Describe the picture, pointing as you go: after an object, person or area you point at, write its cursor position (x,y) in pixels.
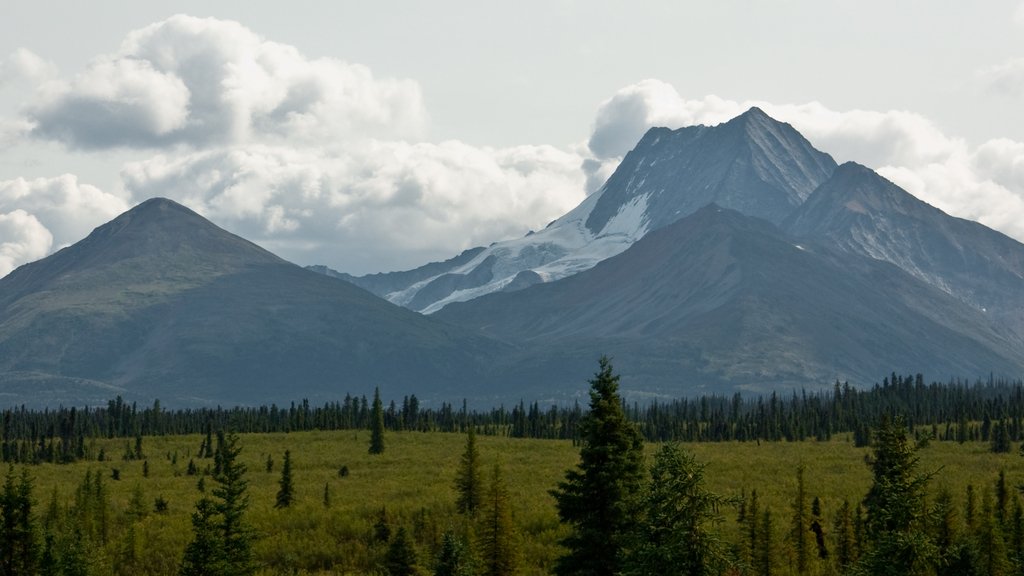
There are many trees (509,557) and plants (396,473). In the background (487,282) there are mountains (585,240) and sky (400,146) with clouds (377,115).
